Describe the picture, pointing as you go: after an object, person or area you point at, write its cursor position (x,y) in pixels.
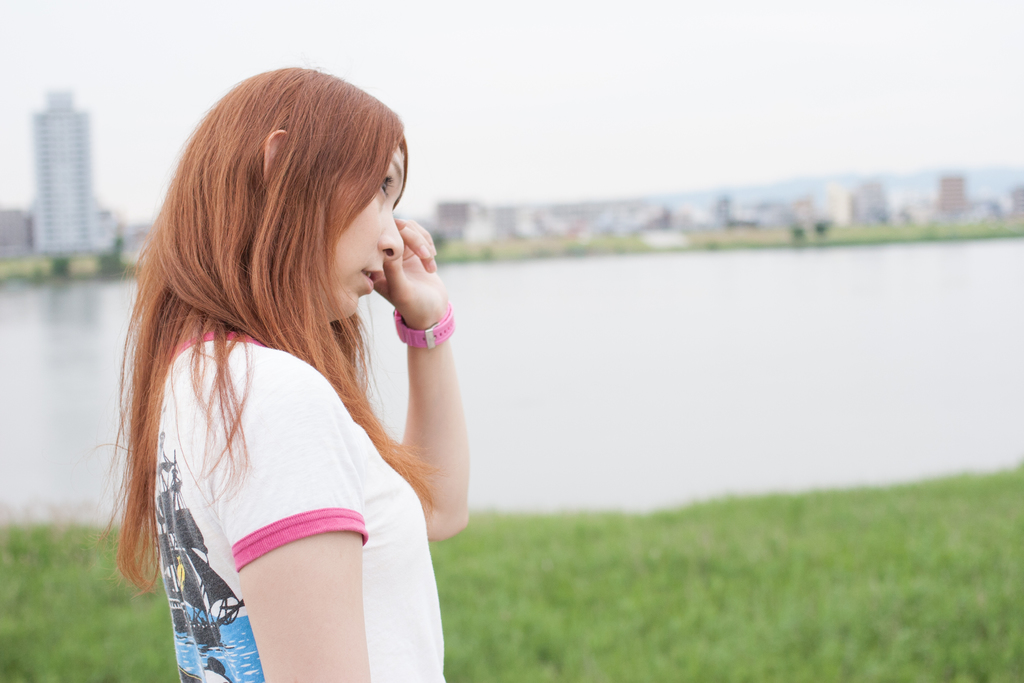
In this image there is a woman (296,453) wearing a white top (341,465). She is having watch (415,335) to her hand (424,320). Behind her there is grassland (670,579). Middle of image (511,409) there is water (708,383). Beside there are few buildings (693,224) on the land (14,277). Top of image (655,145) there is sky (587,101).
